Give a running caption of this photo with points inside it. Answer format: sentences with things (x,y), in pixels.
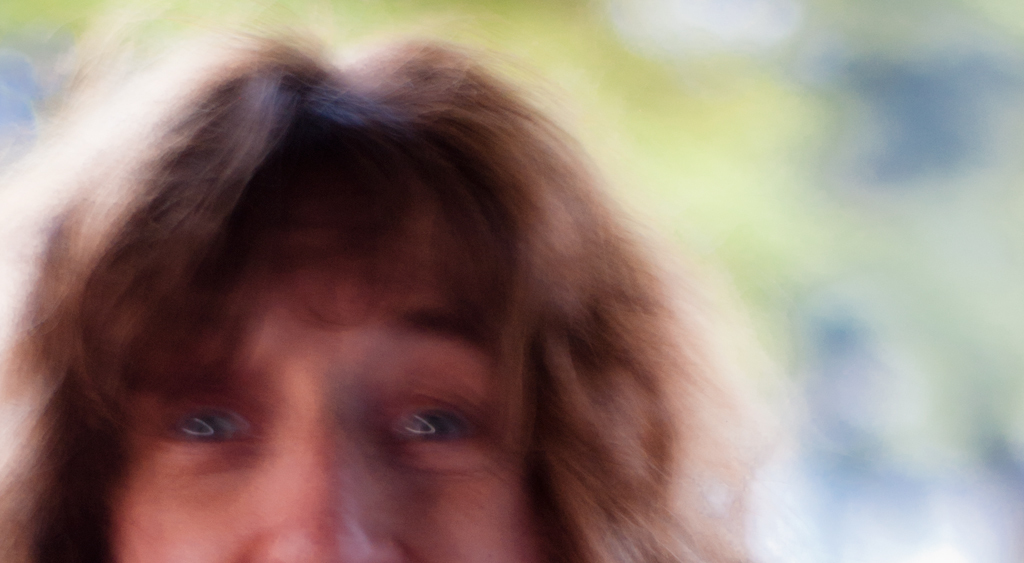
In this picture, we can see a person head (254,377) and behind the person (242,262) there are blurred things (611,70).
